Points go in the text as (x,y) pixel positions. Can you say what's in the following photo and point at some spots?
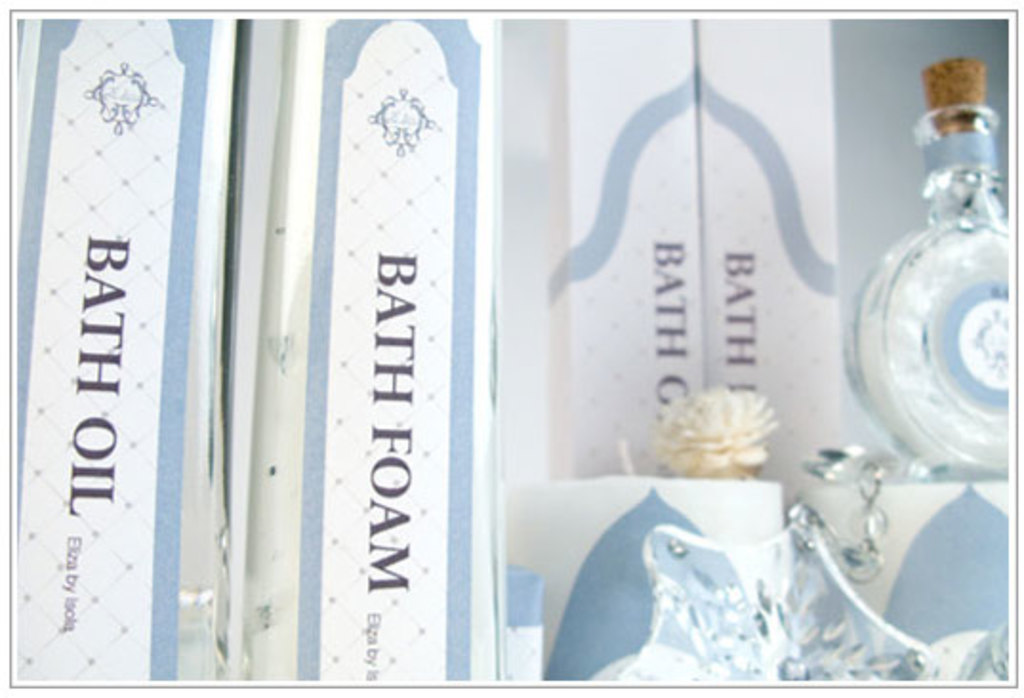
On the right side of the image (885,368) there is a bottle (951,97). At the bottom of the image (802,576) there is a crystal object (783,580). And in the image there are few boxes (332,303) with names (402,292) on it.
